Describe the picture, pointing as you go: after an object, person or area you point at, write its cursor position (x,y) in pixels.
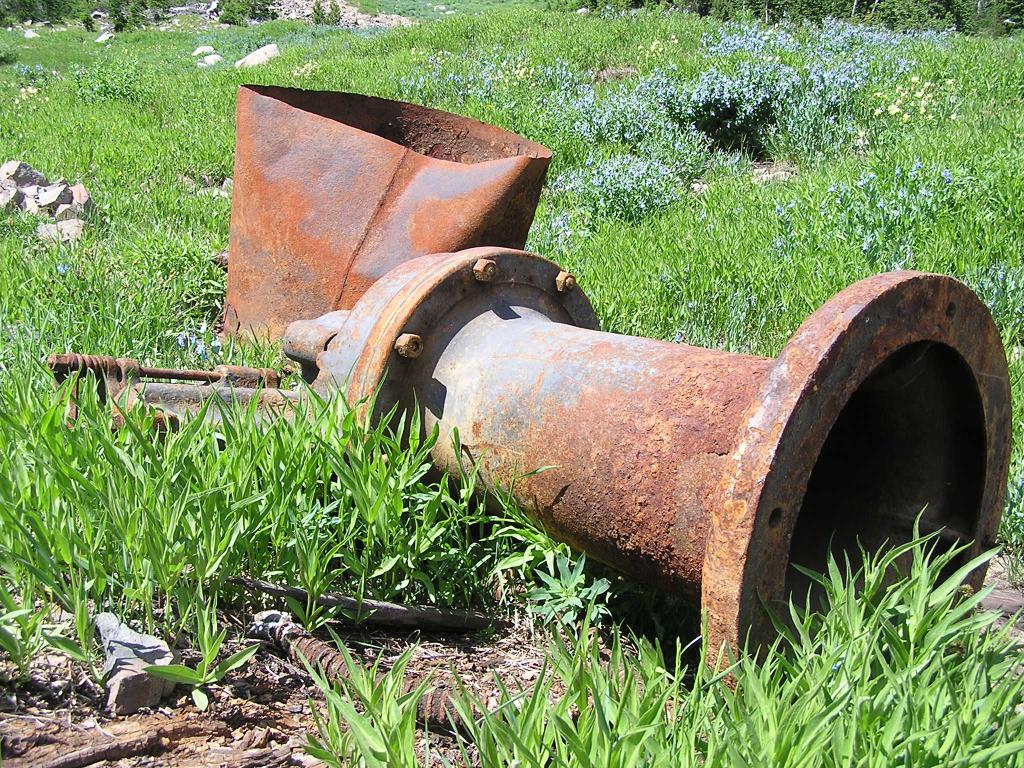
At the bottom of the image (242,513) there is grass (687,262). In the middle of the image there are some stones (1002,608) and there is something.
